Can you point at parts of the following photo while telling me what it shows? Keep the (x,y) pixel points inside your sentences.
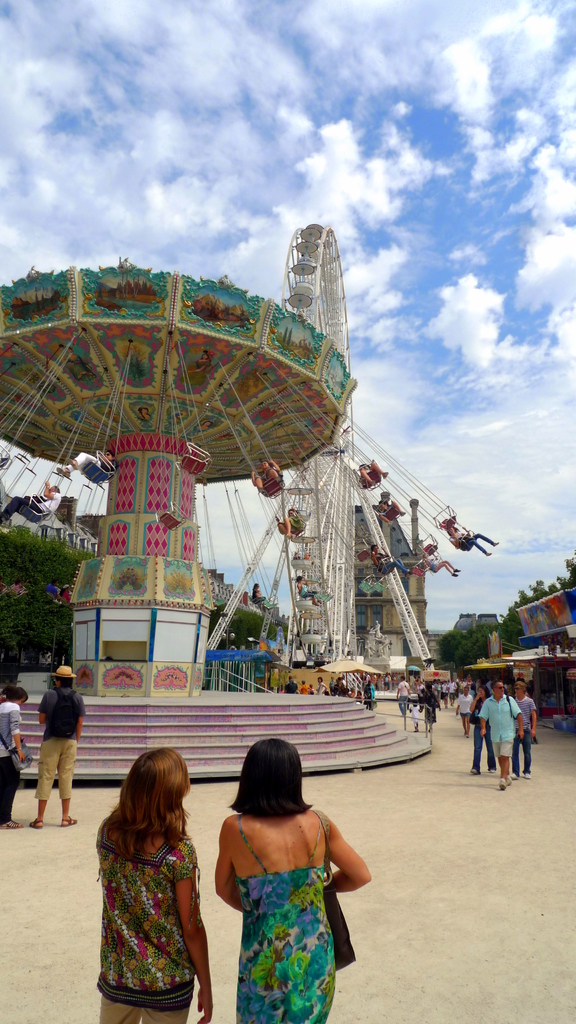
In this image I can see one carousel (135,408) and a Ferris wheel (338,339) visible and there is a road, on the road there are some persons (462,689) walking and standing on the right side (569,598) there are some tents (566,591), at the top (201,59) there is the sky (178,47) and there are some swing (375,479) attached to carousel (259,407) and on the swing (31,513) I can see persons (58,502) in the middle (359,569), back side of carousel (163,573) I can see trees (48,548).
